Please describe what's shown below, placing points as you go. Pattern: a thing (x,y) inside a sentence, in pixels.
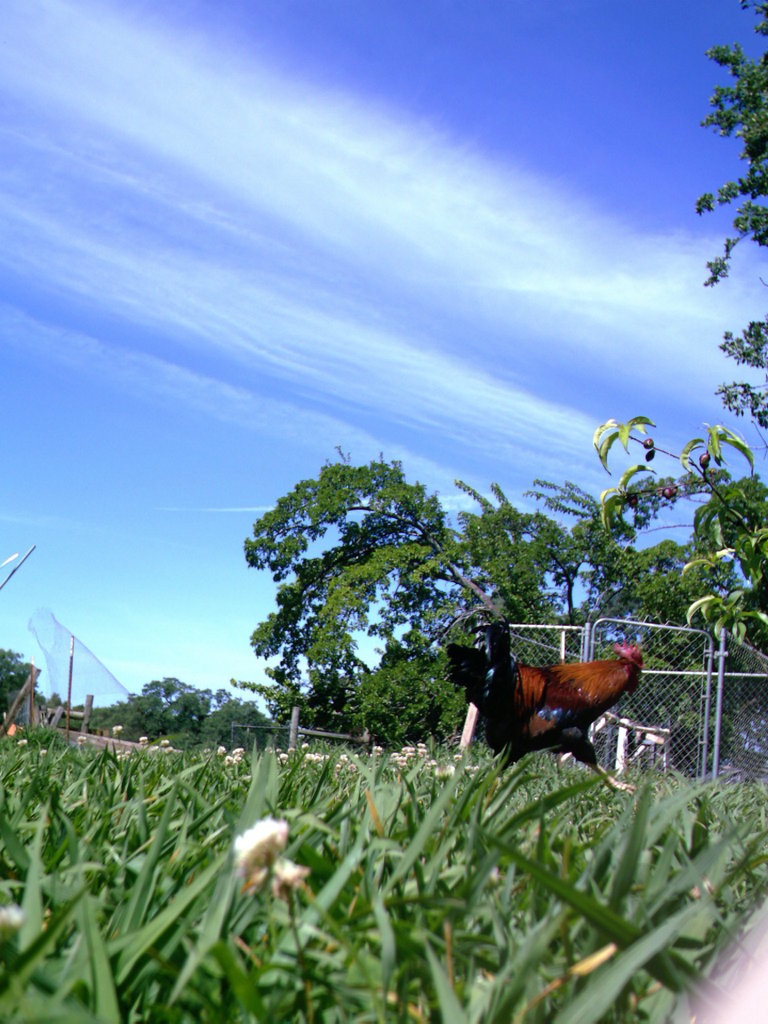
In this picture we can see the brown rooster (519,748) running on the grass (563,852). Behind there is a fencing grill net (666,712) and some trees (366,686). In the front (283,890) bottom side there is grass (214,912). On the top (261,223) there is a sky (192,248) and clouds (360,200).
